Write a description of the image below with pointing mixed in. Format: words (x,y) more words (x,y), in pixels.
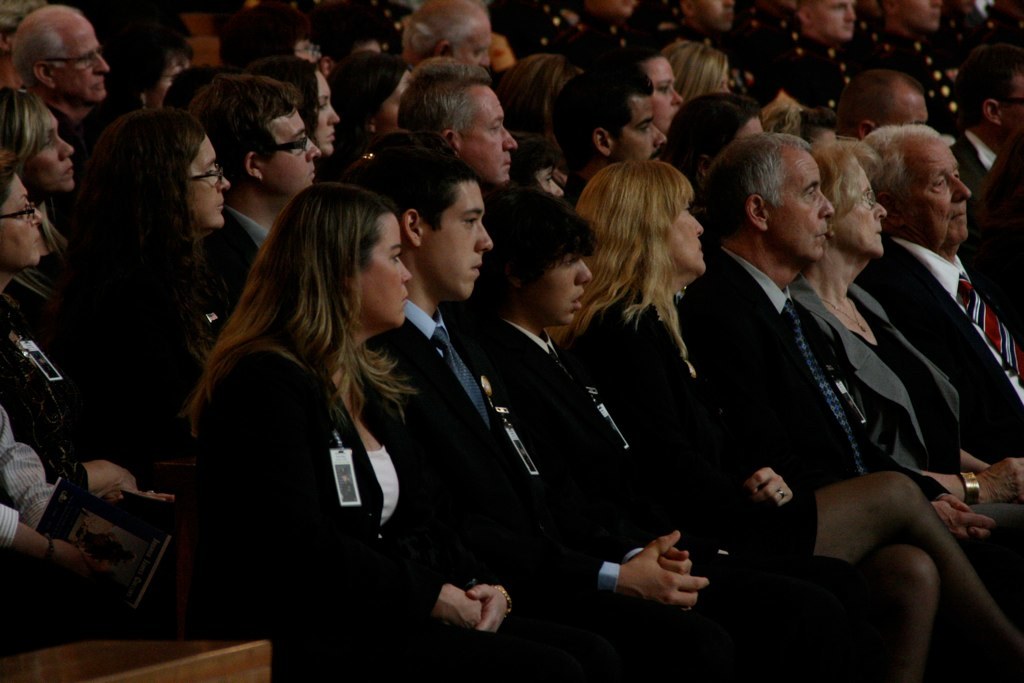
In this picture we can see some people (554,118) sitting, they wore tags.
